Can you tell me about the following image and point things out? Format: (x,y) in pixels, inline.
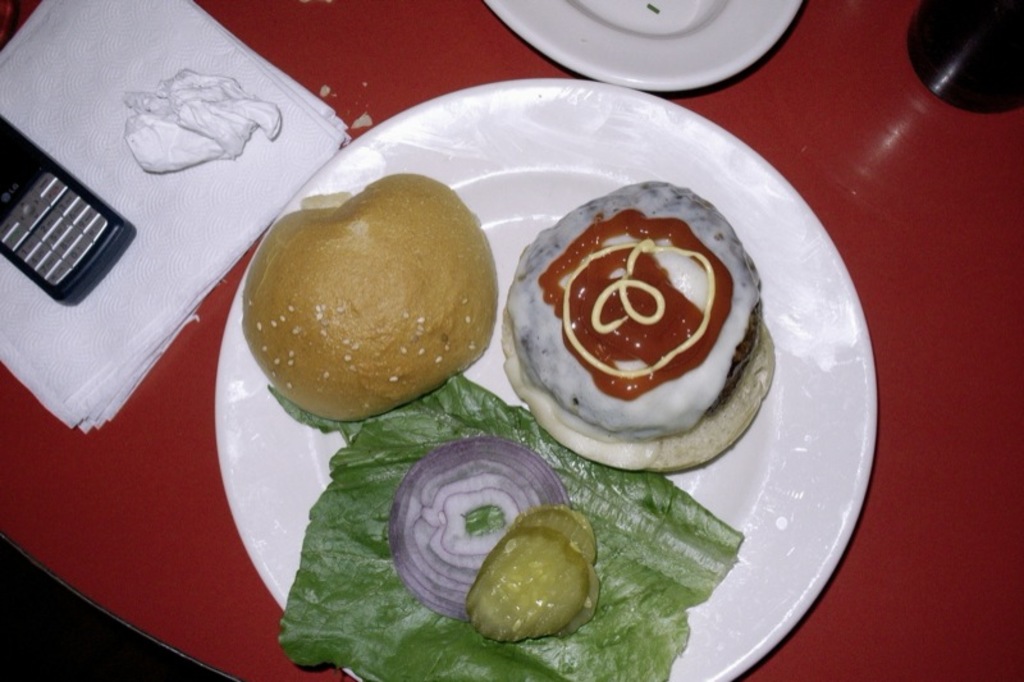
In this image there is a table (532,64) and we can see a mobile (83,258), tissue papers (142,342), plates (486,141) and some food (609,445) placed on the table (886,598).
